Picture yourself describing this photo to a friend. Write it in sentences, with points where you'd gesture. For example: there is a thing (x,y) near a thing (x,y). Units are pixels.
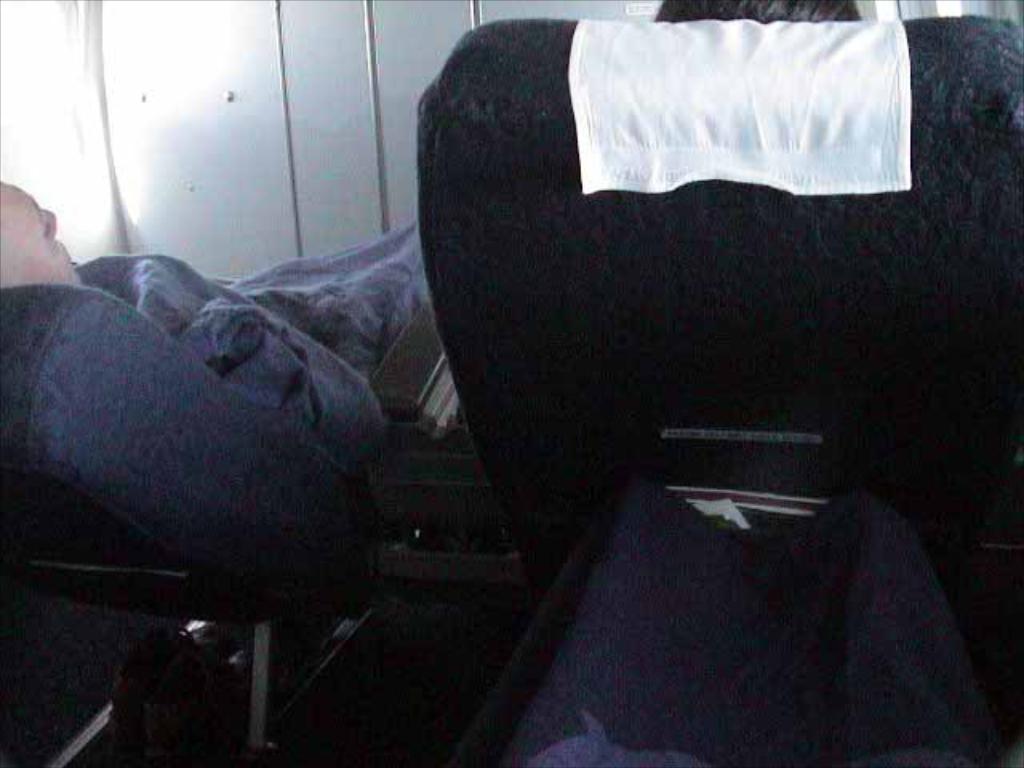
In this image, we can see seats (456,350) and there are some people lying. In the background (195,64), there is a curtain (62,94) and a wall (262,100).
